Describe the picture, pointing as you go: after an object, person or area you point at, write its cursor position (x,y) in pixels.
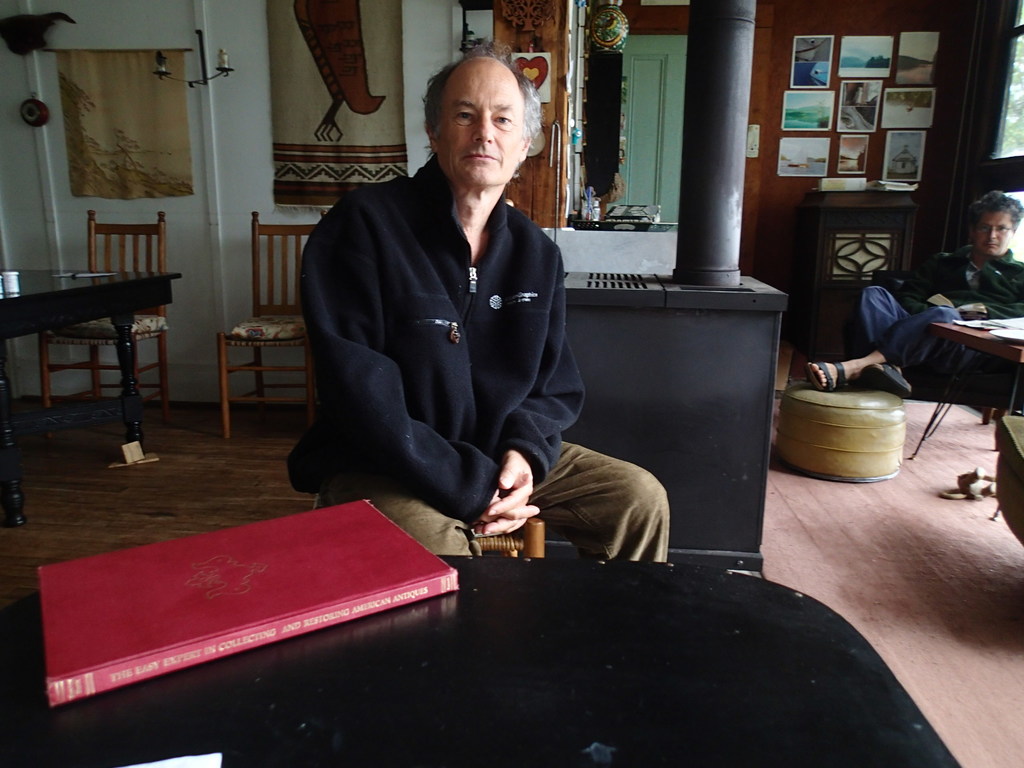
In this image, a old human (535,286) was sat on the wooden chair (511,548). Right side (995,288), another human (1001,301) is there. We can see few photo frames (850,111) are there at the wall (888,83). There is a green color door (650,159), ash color pillar (689,161) on the right side (684,135). The left side (74,314), we can see a black color table (64,306) ,2 chairs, some wall hangings (177,149) and candle (224,64). In bottom (556,640) there is an another table (596,662). A book (347,614) is placed on it. we can see right few items (1012,332) are placed on the table (995,343).
